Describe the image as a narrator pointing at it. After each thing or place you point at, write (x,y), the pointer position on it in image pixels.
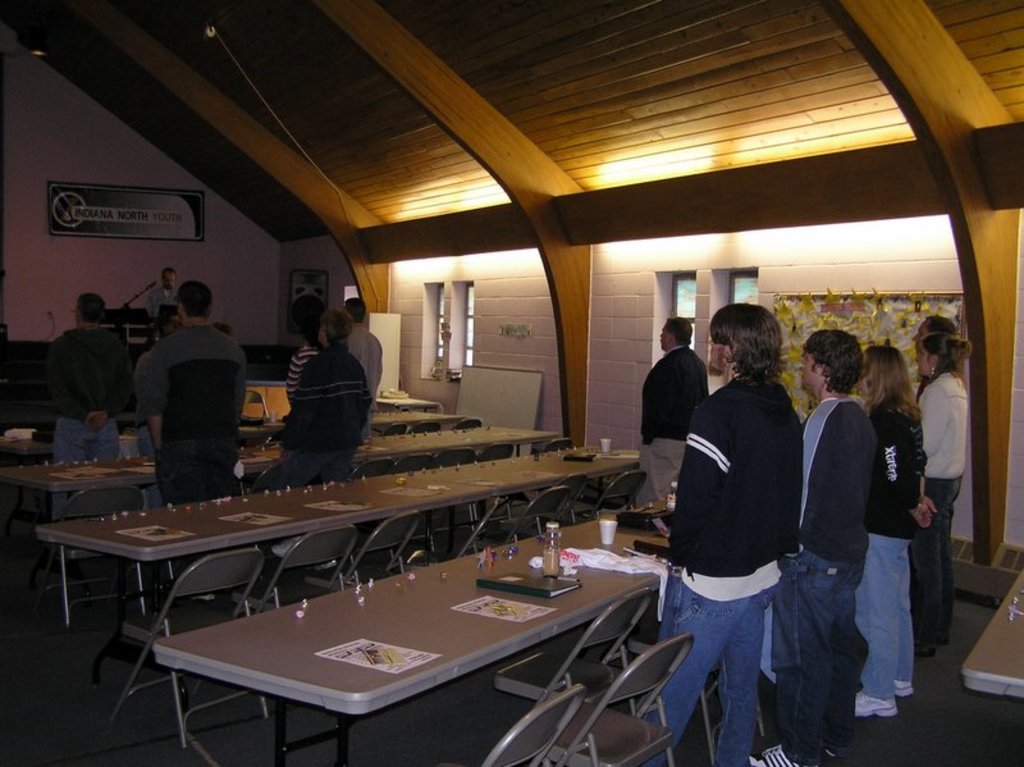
A picture is taken in a closed room (625,431) where at the right corner (872,619) six people (891,652) are standing and in front of them there is a table (388,683) some papers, books (536,585) and bottles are present and at the left corner (276,295) again six people (213,371) are standing and one man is standing on the stage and standing at a microphone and behind him there is a one wall (200,248) with one name board (154,238) on it and beside the people (823,378) there is a wall (507,323) with windows (470,351) and some things (911,310) hanged on the wall (912,324) and coming to the roof (287,24) it is a wooden roof (443,173).
